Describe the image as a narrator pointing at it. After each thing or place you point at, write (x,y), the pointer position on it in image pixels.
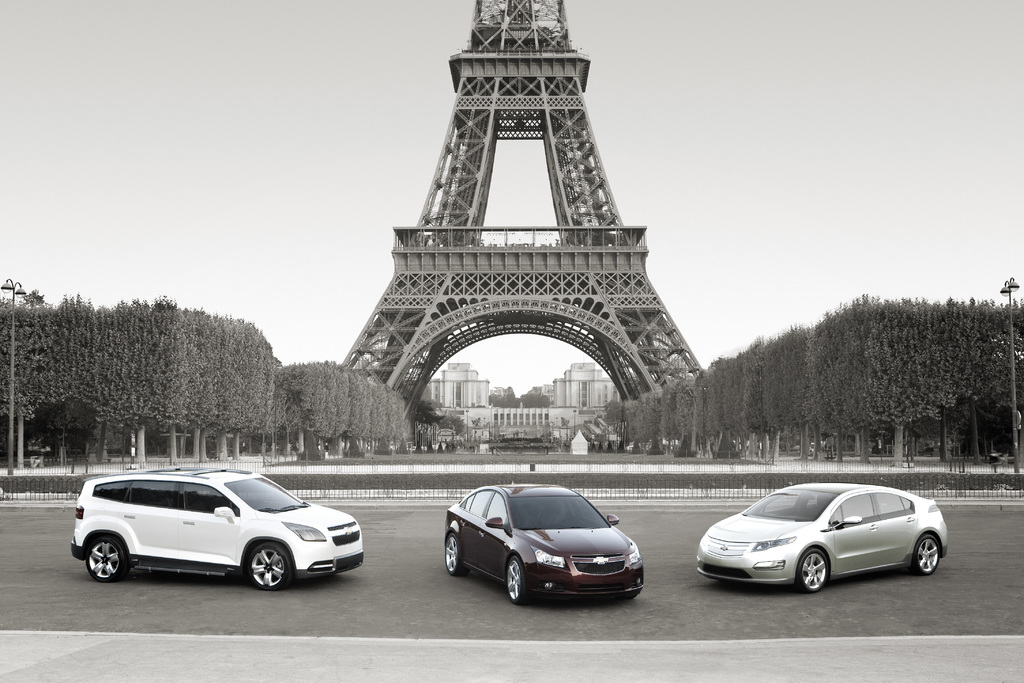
In this image in the center (467,320) there is an Eiffel tower (578,285) and on the right side (691,400) and left side (63,378) there are some plants (40,378), in the foreground (504,502) there are some cars (788,535). At the bottom (918,614) there is road (782,591) and in the background (467,390) there are some buildings (485,422) and trees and some other objects (531,447). On the right side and left side there are two poles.
